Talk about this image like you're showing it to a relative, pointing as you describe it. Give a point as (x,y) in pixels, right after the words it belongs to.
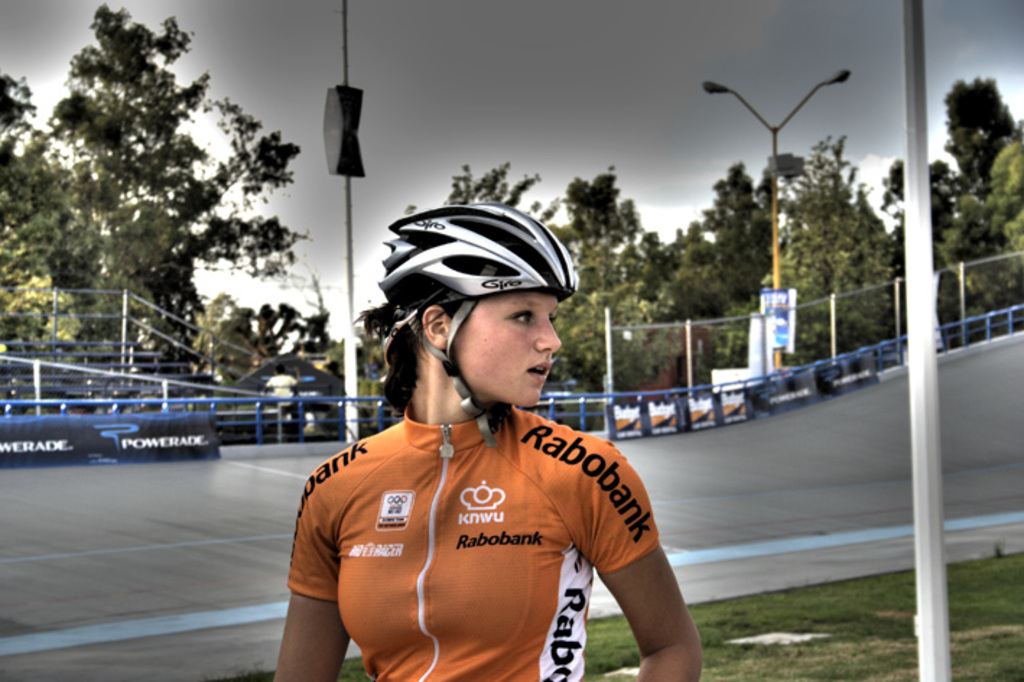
There is a woman (468,332) wore helmet (422,254) and we can see grass (853,617) and pole (931,543). In the background (803,373) we can see fences (168,400), trees (762,286), board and lights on pole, poles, banner (142,417) and sky (784,83) is cloudy.
